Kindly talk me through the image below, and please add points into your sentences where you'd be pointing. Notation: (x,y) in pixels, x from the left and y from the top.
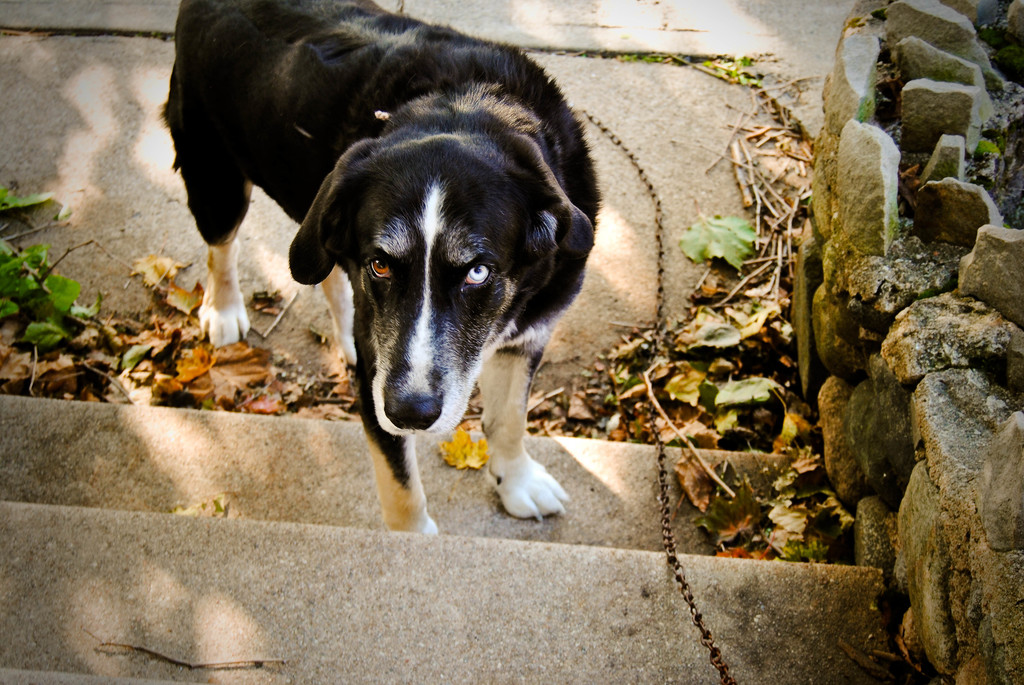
In this image we can see a dog (399,336) with a chain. At the bottom of the image (380,572) there are steps (394,604) and a stick (118,646). In the background of the image (220,360) leaves (191,346), twigs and other objects (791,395). On the right side of the image (902,289) there are rocks (935,500).
